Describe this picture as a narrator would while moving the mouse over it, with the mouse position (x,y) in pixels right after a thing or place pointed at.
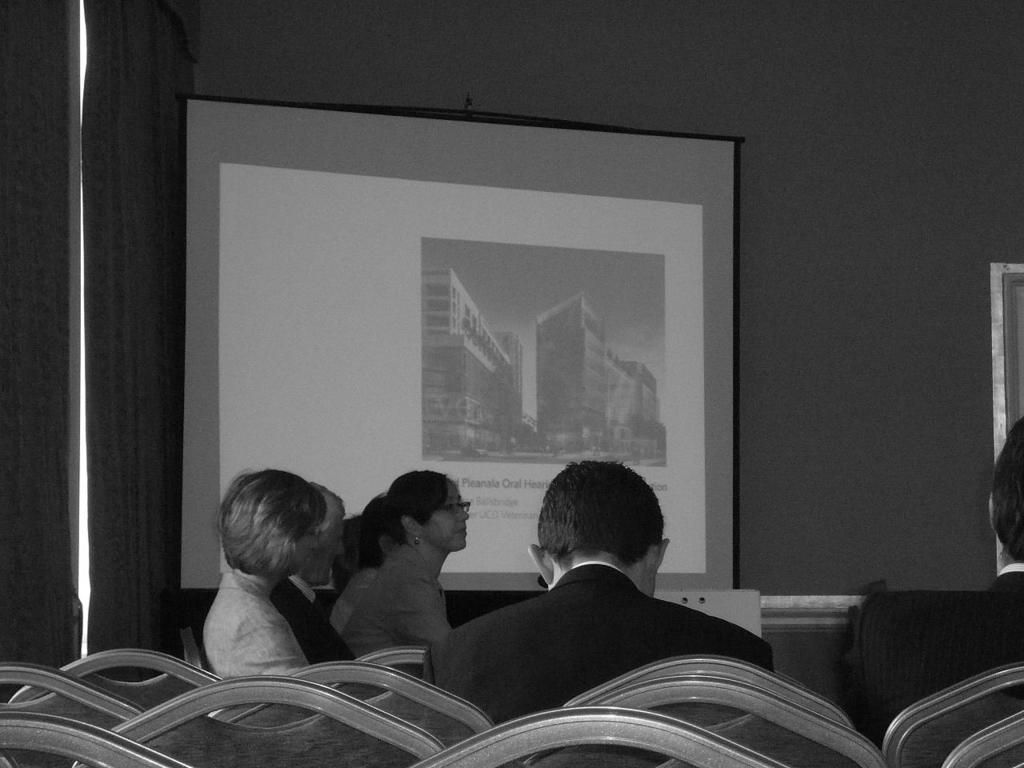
This is a black and white picture. In the foreground of the picture (449,671) there are chairs (314,765) and people (438,509). In the background (576,256) there are curtain (130,155), projector screen (519,300) and wall (712,92).
